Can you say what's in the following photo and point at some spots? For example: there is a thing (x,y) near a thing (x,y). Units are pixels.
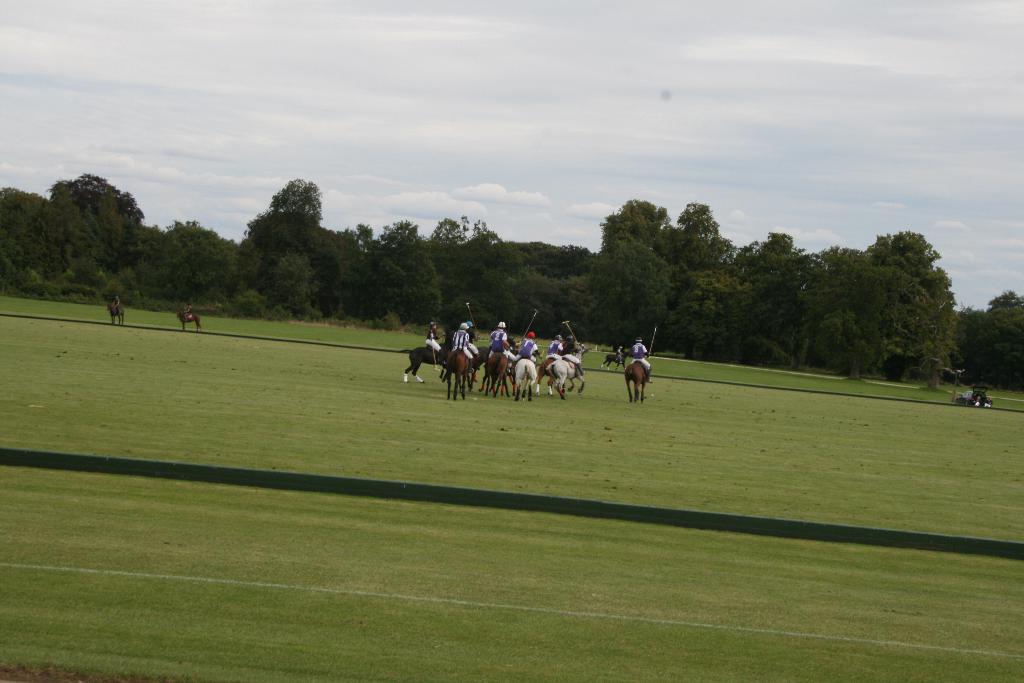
This picture consists of a ground (396,533) in the ground (76,489) there are few persons (617,355) riding on horse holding sticks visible in middle (571,355) and I can see two horses (193,320) on the left side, in the middle (575,286) I can see trees (965,325) at the top (429,156) I can see the sky (745,157).
